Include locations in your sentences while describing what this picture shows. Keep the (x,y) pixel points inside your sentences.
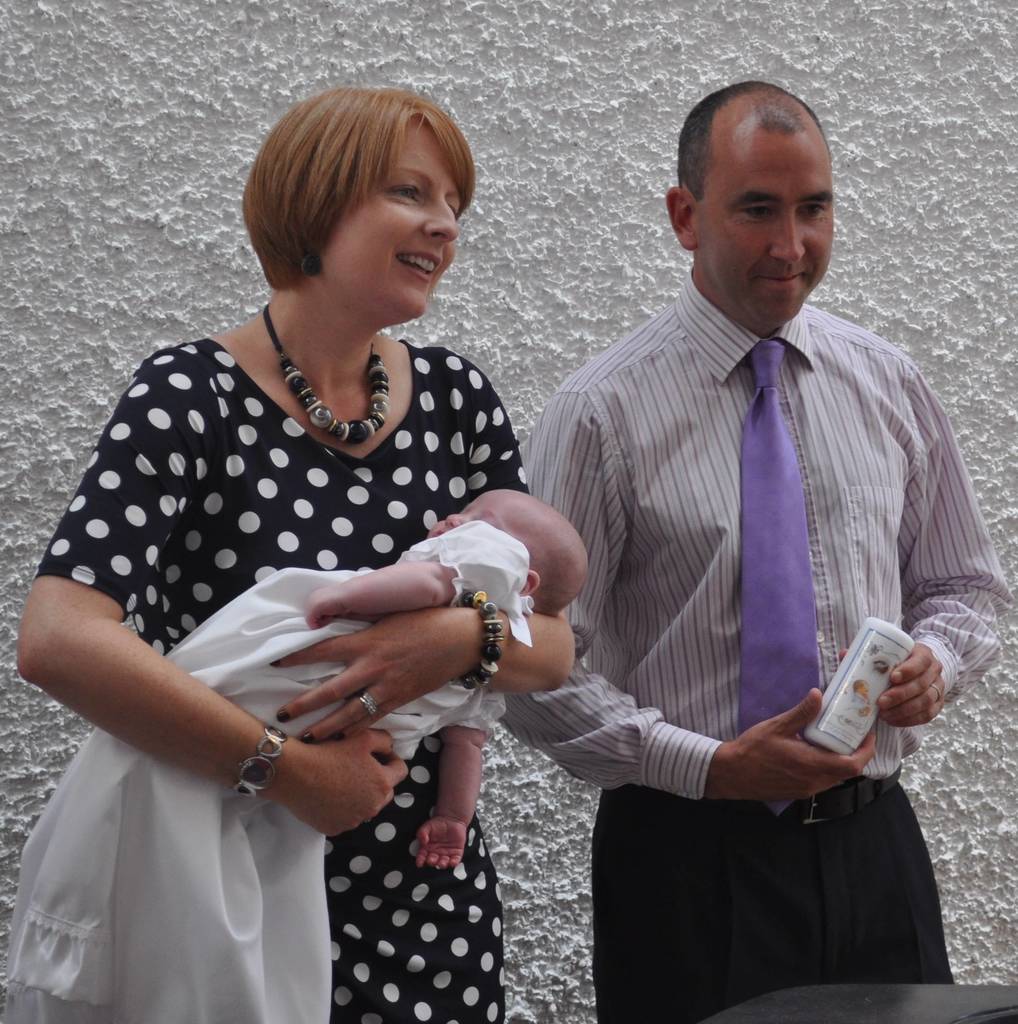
In this picture there is a man (832,406) who is wearing shirt (819,402) and trouser (794,858). He is holding a bottle (871,664). Beside him we can see a woman (238,521) who is holding a baby (305,725). She is wearing black dress (371,494) and necklace (383,375). In the back (995,244) we can see white color wall (574,242). On the bottom right corner (995,996) there is a black color table (888,997).
